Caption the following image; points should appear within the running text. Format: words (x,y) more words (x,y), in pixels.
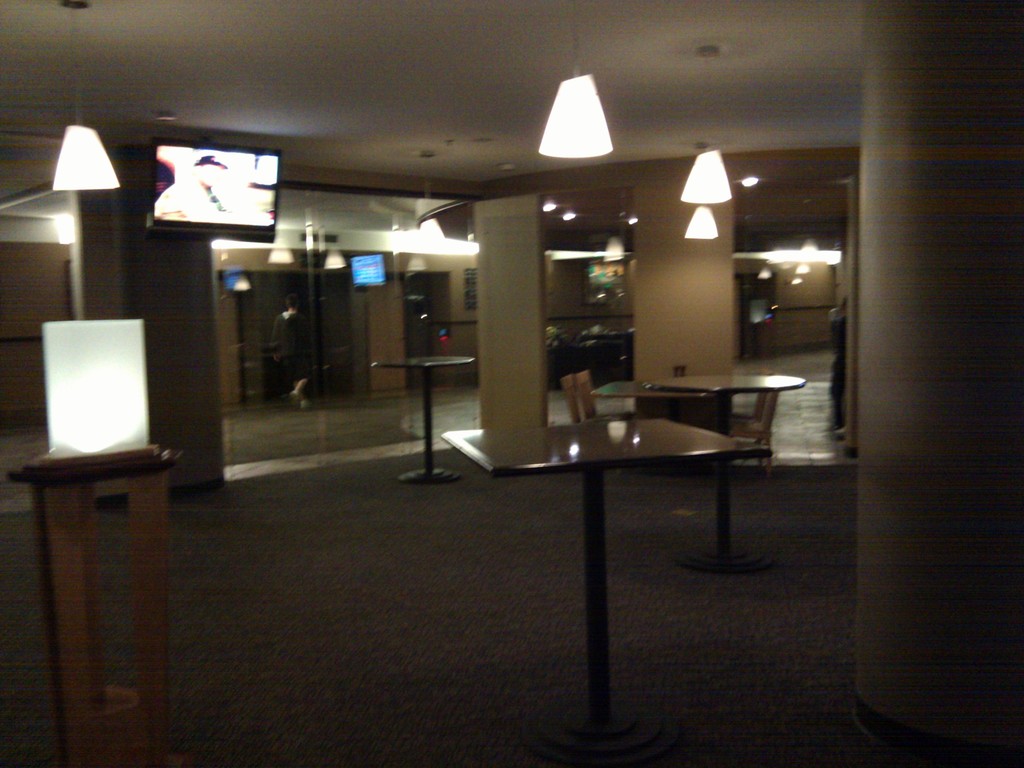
In this image I can see few pillars (971,576), lights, stands (89,550) and few screen (173,190) to the wall (657,220). Background I can see few objects (294,389).
